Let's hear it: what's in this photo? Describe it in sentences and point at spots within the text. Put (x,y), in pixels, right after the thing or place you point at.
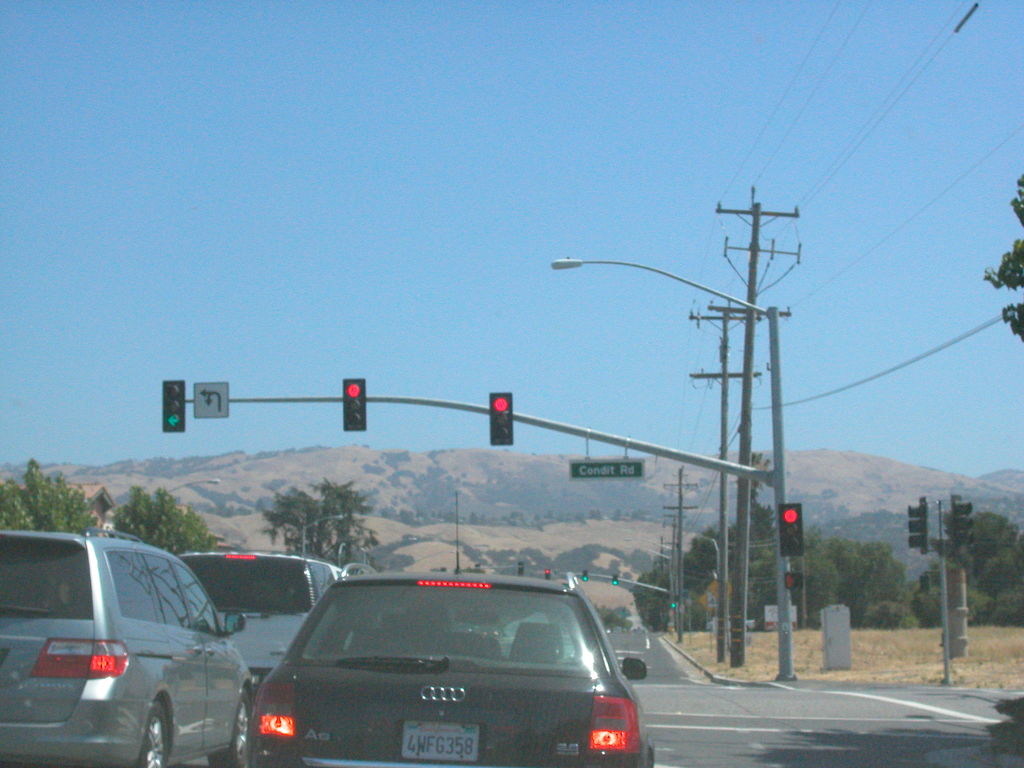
In this picture there are few vehicles (472,717) on the road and there are traffic signals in front of it and there are trees (813,574) on either sides of it and there are few poles (782,471) in the right corner (691,499) and there are mountains (652,474) in the background (652,474).
